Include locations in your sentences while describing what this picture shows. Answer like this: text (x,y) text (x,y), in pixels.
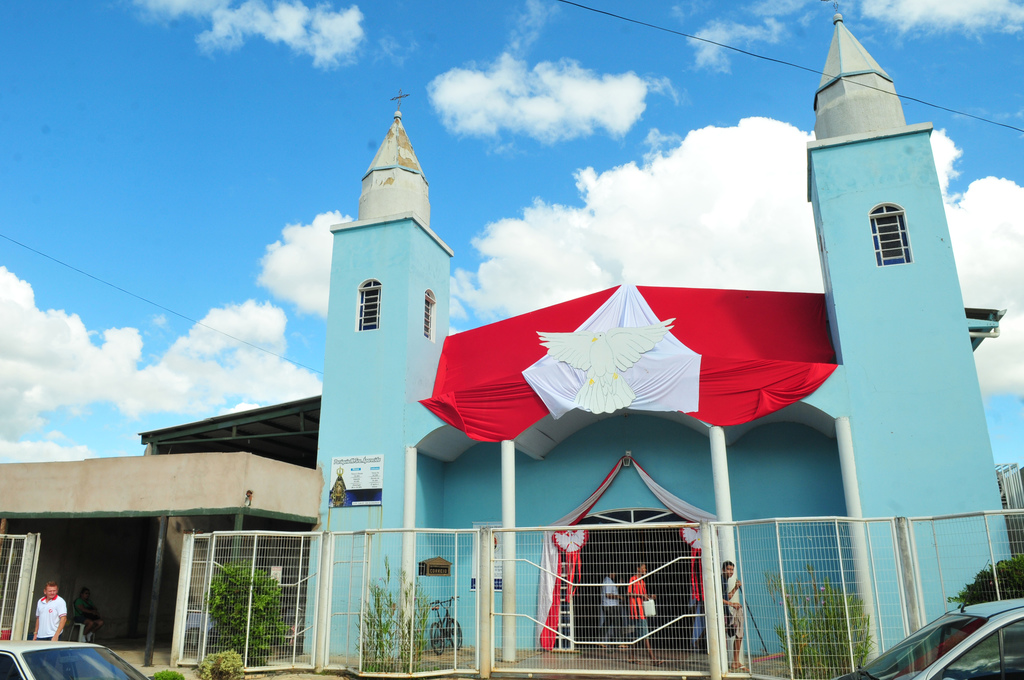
In this image we can see a building (895,469), fence (697,665), poles (512,638), windows (888,247), plants (1015,583), bicycle (460,624), vehicles (67,679), sheds (297,509), and people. In the background (183,228) there is sky (240,150) with clouds (617,110).
